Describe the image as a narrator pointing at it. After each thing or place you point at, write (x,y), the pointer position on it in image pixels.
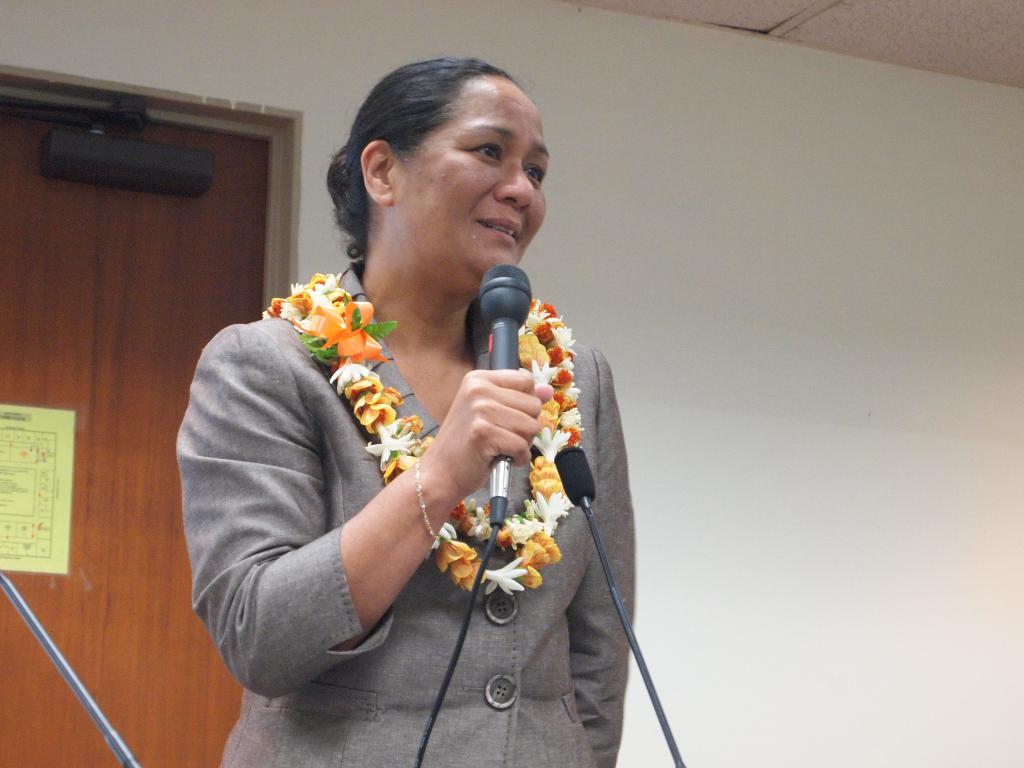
In this picture, we can see a person (412,345) with garland (530,354), holding microphone (515,367), and we can see a few microphones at bottom side of the picture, and we can see the wall (730,339) with door (208,318), poster (12,441) with text (14,486), and the roof (982,14).
